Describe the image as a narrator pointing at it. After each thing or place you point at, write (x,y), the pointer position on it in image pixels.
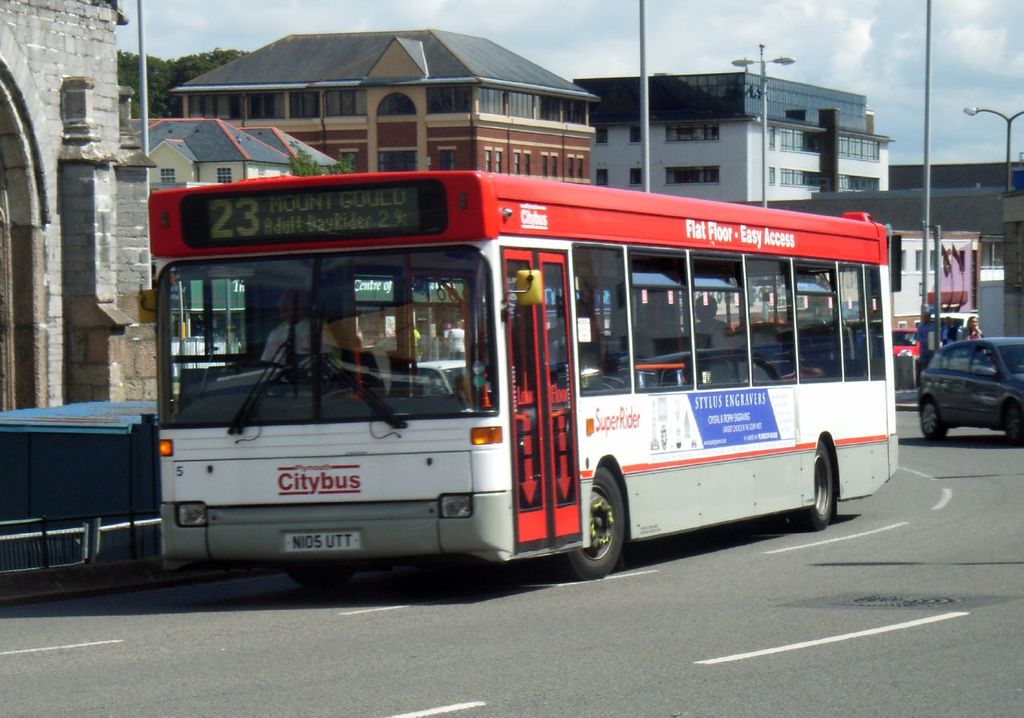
In this image we can see there is a bus (823,501) and cars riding on the road (549,628) behind that there are trees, buildings (20,253) and some electric poles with street lights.
